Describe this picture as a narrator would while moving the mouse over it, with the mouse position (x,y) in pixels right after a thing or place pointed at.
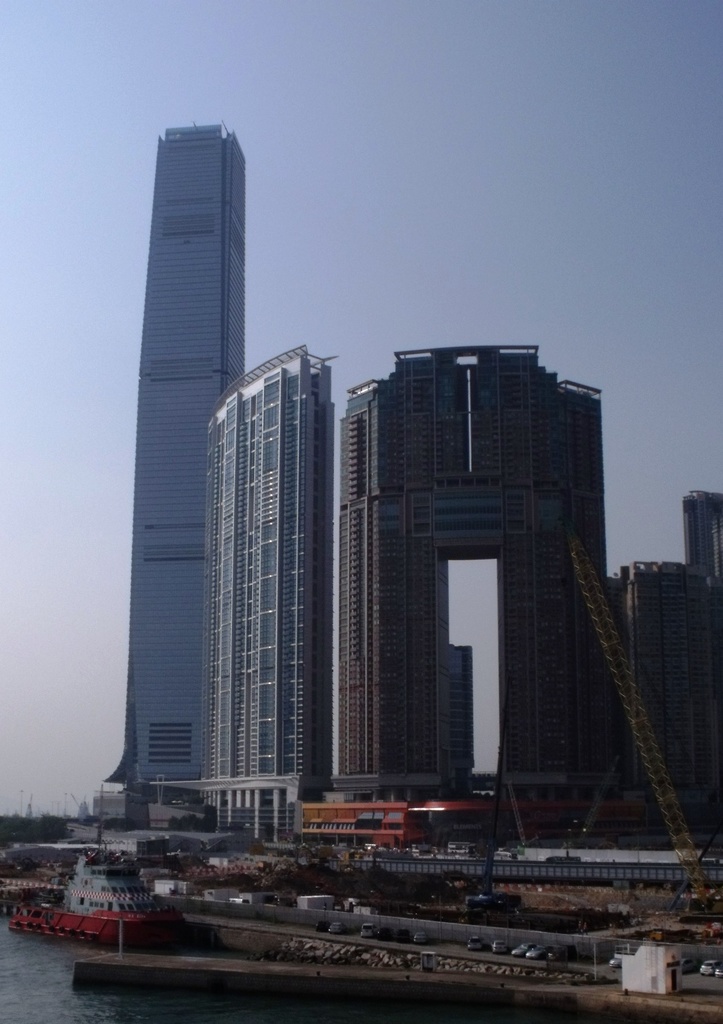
In this picture I can observe buildings (284,647). In the left side (31,975) there is a river (63,972). I can observe a ship (76,910) floating on the water (34,999). In the background (59,297) there is a sky (89,300).
